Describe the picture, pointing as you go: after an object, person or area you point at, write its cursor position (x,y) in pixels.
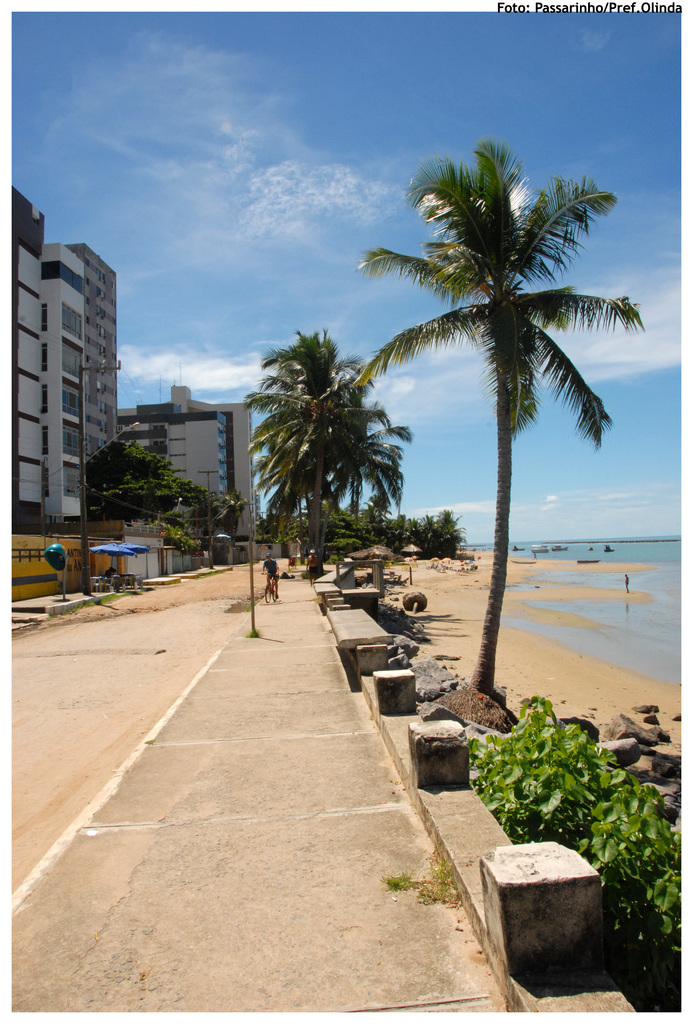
As we can see in the image there are buildings (38,400), trees (303,490), current pole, water (668,636), a man (269,562) riding a bicycle (269,584) and on the top (382,100) there is sky (477,91).
